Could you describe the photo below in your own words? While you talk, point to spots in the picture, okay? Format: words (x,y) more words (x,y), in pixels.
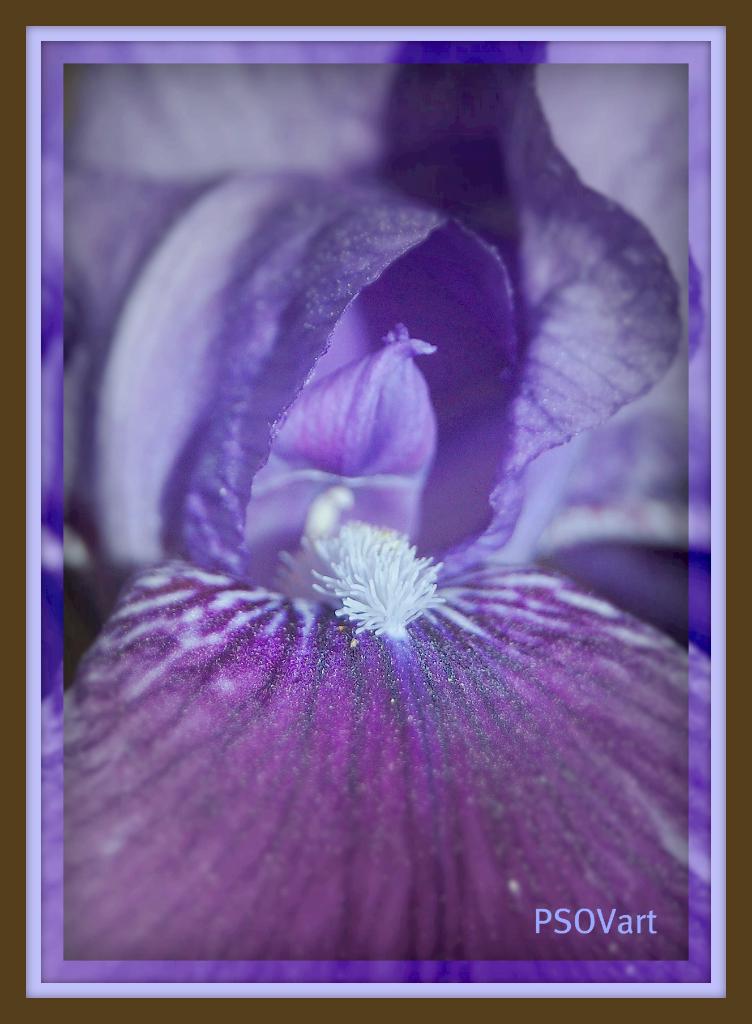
In this picture we can see a photo frame (74,704), here we can see flower petals (160,730), in the bottom right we can see some text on it.
